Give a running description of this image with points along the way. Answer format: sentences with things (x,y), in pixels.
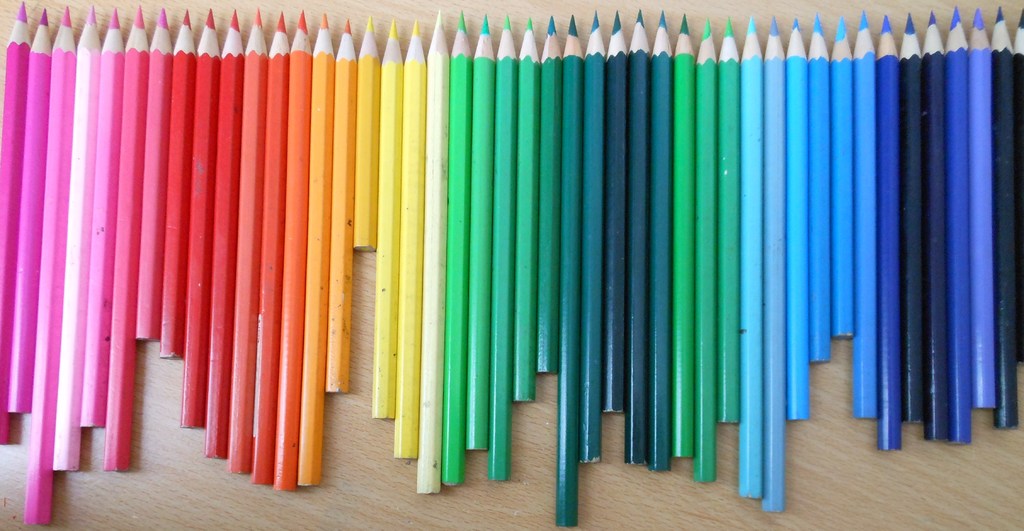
In this image, we can see color pencils (334,300) on the table (349,457).
